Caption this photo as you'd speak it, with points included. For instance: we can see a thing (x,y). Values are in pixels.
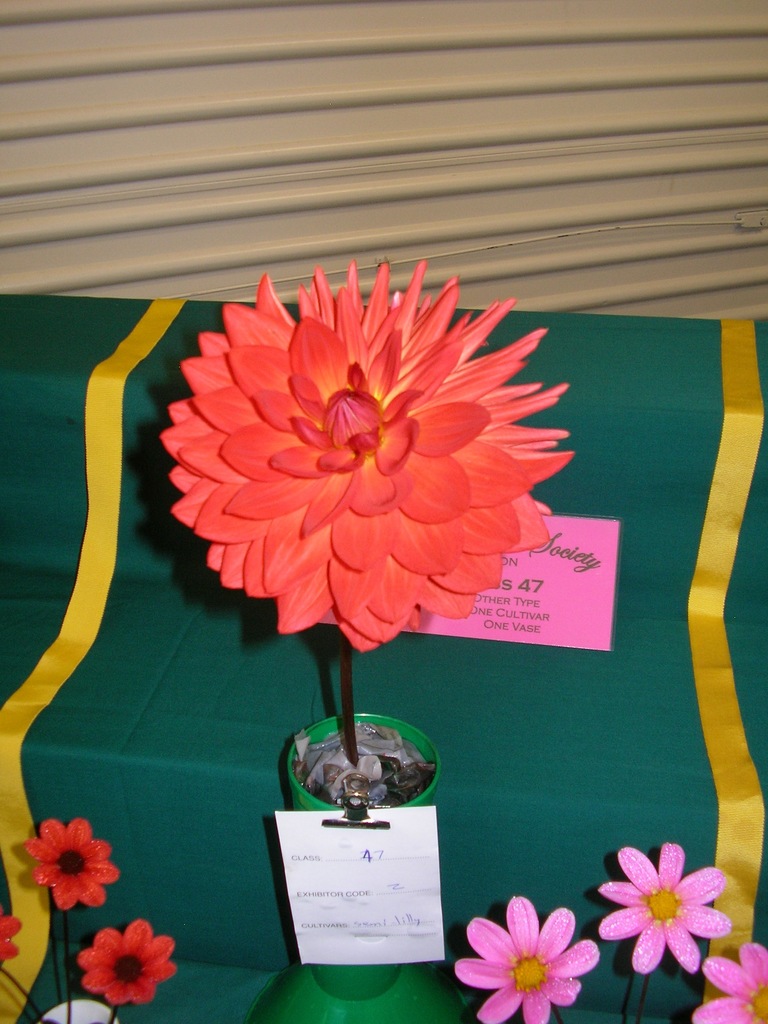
In this image there is a table (550,326), on that table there is a cloth (503,751) on that there are flower vases (341,726), in the background (355,29) there is a shutter (4,57).
